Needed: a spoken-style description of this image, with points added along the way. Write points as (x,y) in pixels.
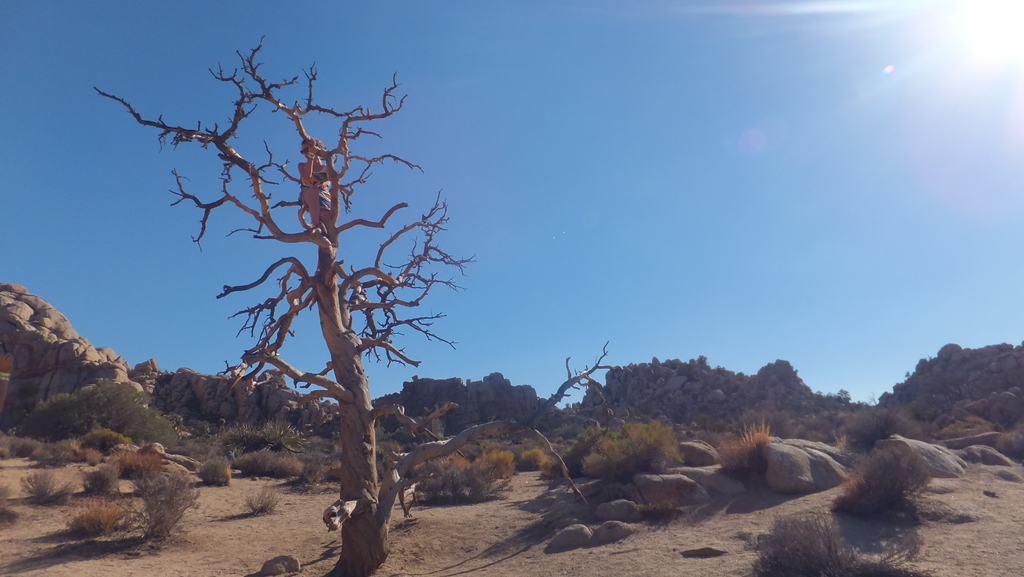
In this image I can see a person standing on the dried tree (348,145). Background (38,380) I can see grass (194,482) in green color, few stones (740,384) and rocks (768,392) and sky (506,143) is in blue color.
